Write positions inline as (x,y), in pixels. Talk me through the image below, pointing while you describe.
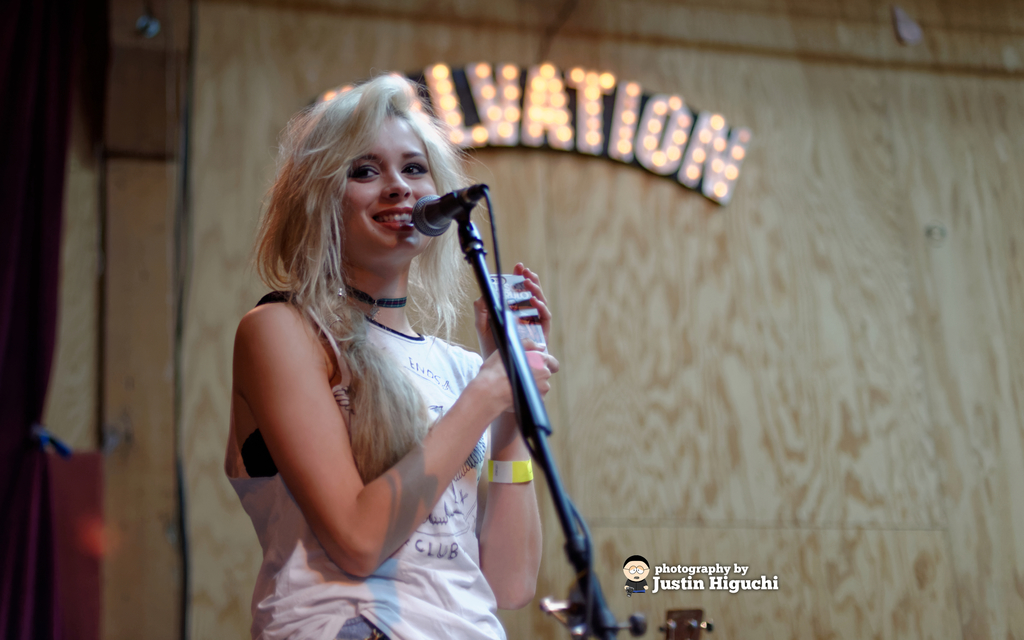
In this image I can see a woman (366,174) who is standing in front of a mic (440,211) and I see that she is smiling and she is holding phone (524,294) in her hands (493,369) and I see the watermark (746,567) over here. In the background (225,347) I see the wall (834,214) and I see a word (487,114) written over here and I see lights (627,118) on it.
